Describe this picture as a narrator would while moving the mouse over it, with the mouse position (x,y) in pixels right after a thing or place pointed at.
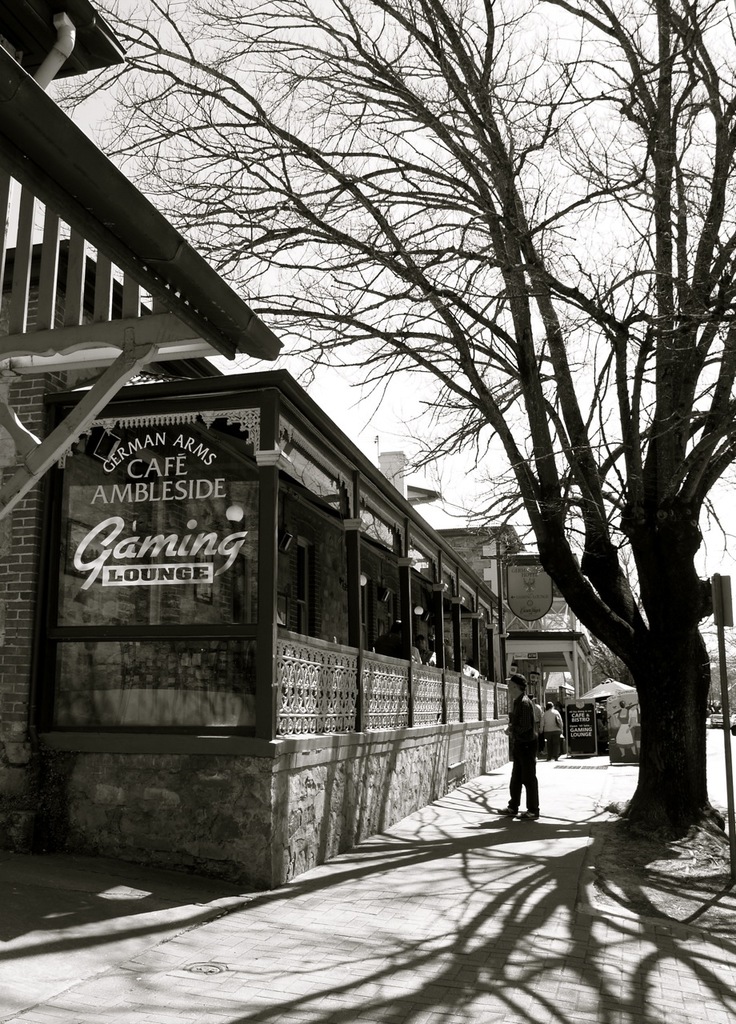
This is a black and white image. There are a few people (511,725). We can see a few buildings (323,683). We can see some glass (129,523) with text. There are a few boards (527,612). We can see a tree (611,628) and an umbrella (606,698). We can see the ground (601,785) with some objects (711,725). We can see the sky (399,434).
